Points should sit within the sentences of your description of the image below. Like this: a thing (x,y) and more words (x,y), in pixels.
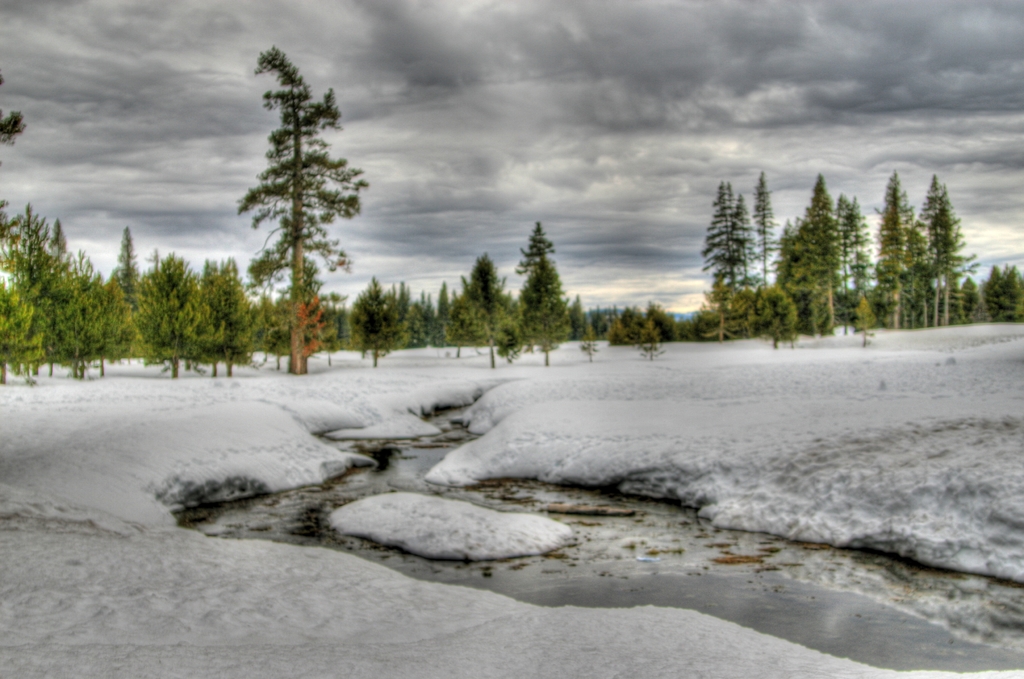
In the middle of the image (448,416), there is water (468,495) of a stream (496,567). On both sides of this stream (434,446), there is snow (143,505) on the ground (672,348). In the background (80,335), there are trees (112,320) on the ground (446,387) and there are clouds (684,91) in the sky (127,43).
